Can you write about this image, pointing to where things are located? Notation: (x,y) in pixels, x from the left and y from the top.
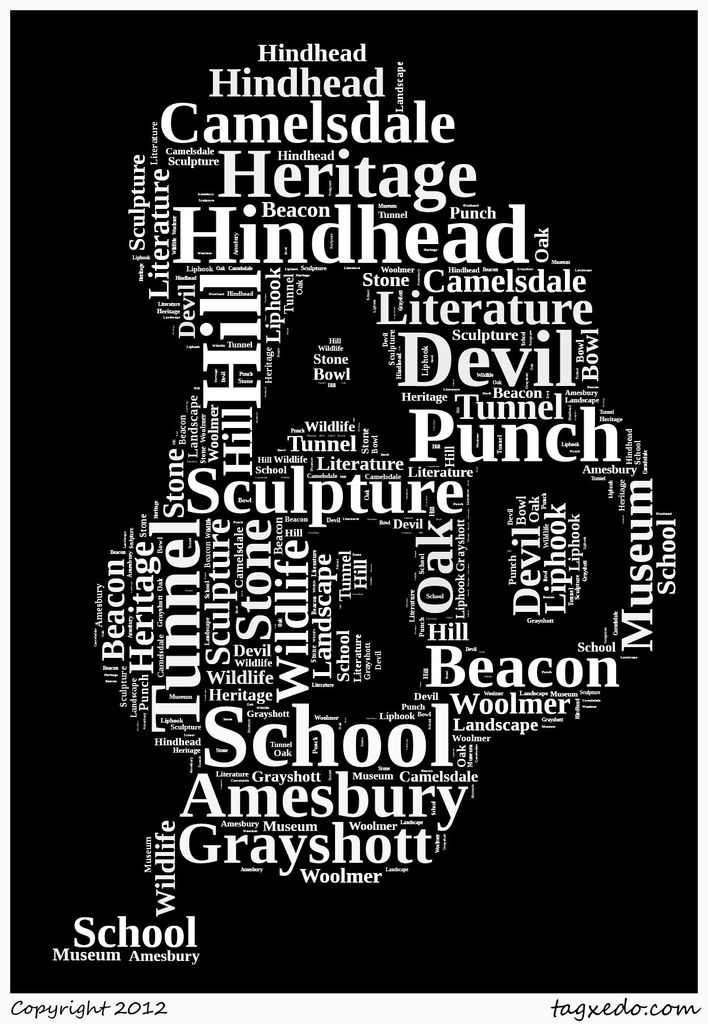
In this image there are some text (478,721).
